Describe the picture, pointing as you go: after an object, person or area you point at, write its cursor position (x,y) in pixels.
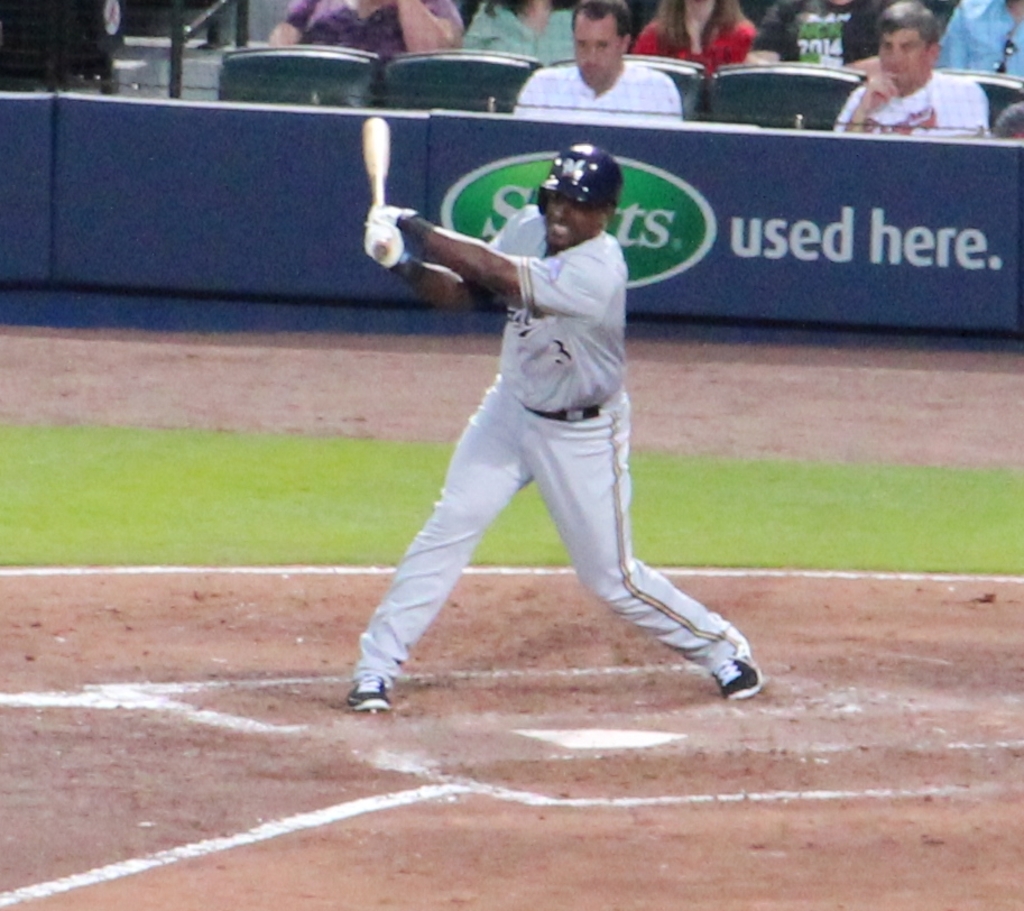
In the center of the image (622,526) there is a person (603,203) holding a baseball bat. He is wearing a helmet (588,158). In the background of the image (935,127) there are people (961,127) sitting on chairs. At the bottom of the image (769,802) there is mud (348,834). There is grass (825,477) in the image.
